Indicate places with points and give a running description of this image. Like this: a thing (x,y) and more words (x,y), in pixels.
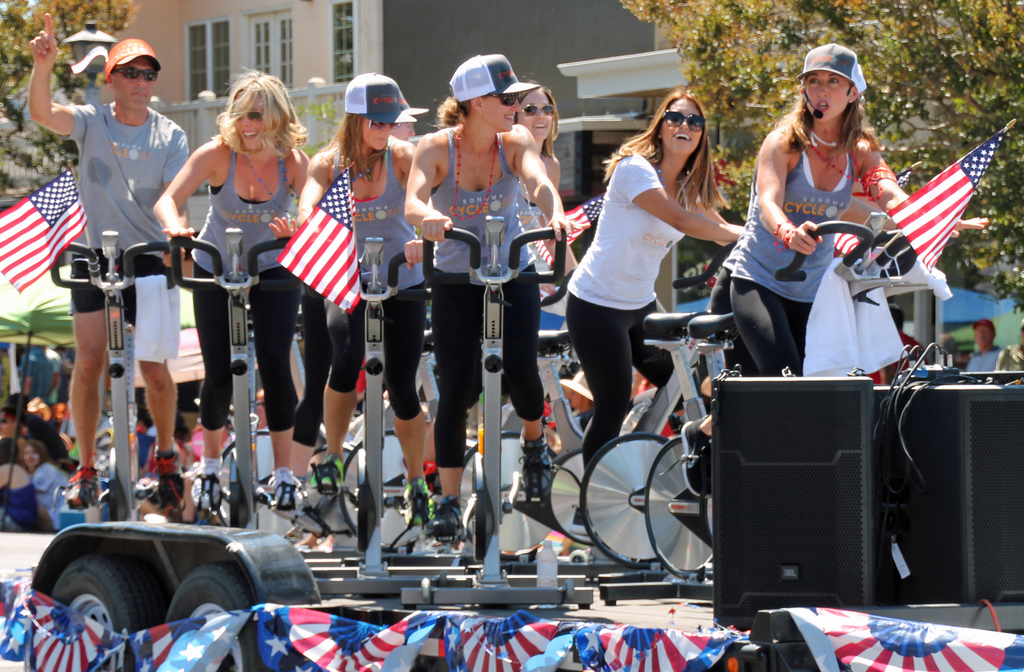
In center of the image (620,380) there are many people (887,197) standing on cycling machine (693,527). At the background of the image (668,92) there is a house (211,11). There are many people (50,436) at the bottom left side (1,477) corner of the image. There are trees (72,26). At the right side of the image (826,397) there are two speakers (736,563). There are flags (902,234).
